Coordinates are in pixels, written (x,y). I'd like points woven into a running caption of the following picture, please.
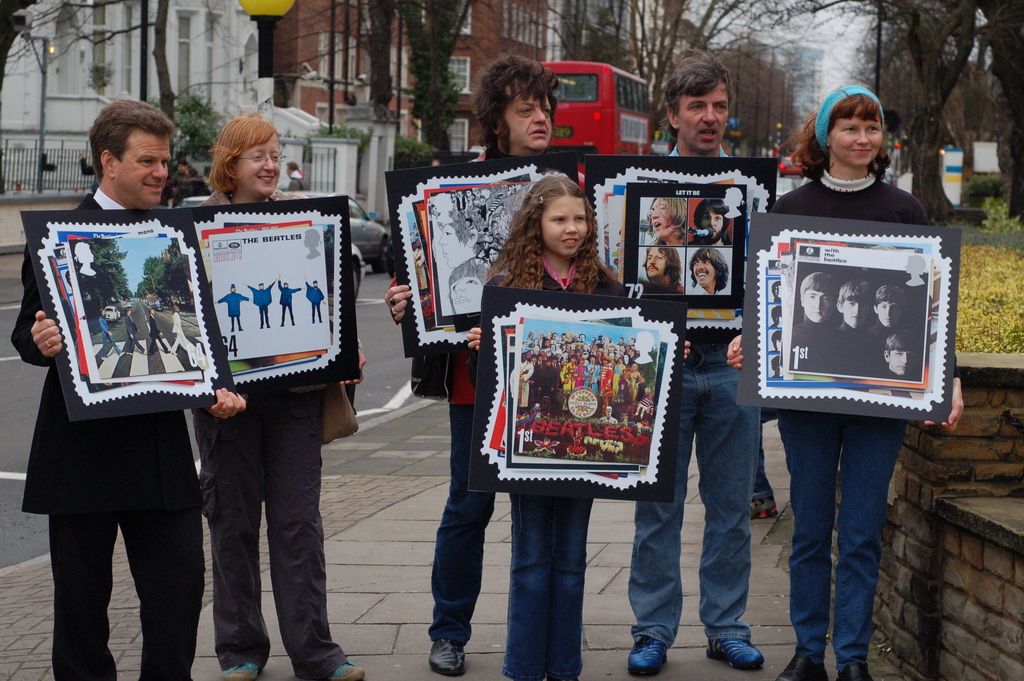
In this image we can see some people (575,503) are standing on the footpath (766,593) and holding some posters (665,439) in their hands (956,402).
